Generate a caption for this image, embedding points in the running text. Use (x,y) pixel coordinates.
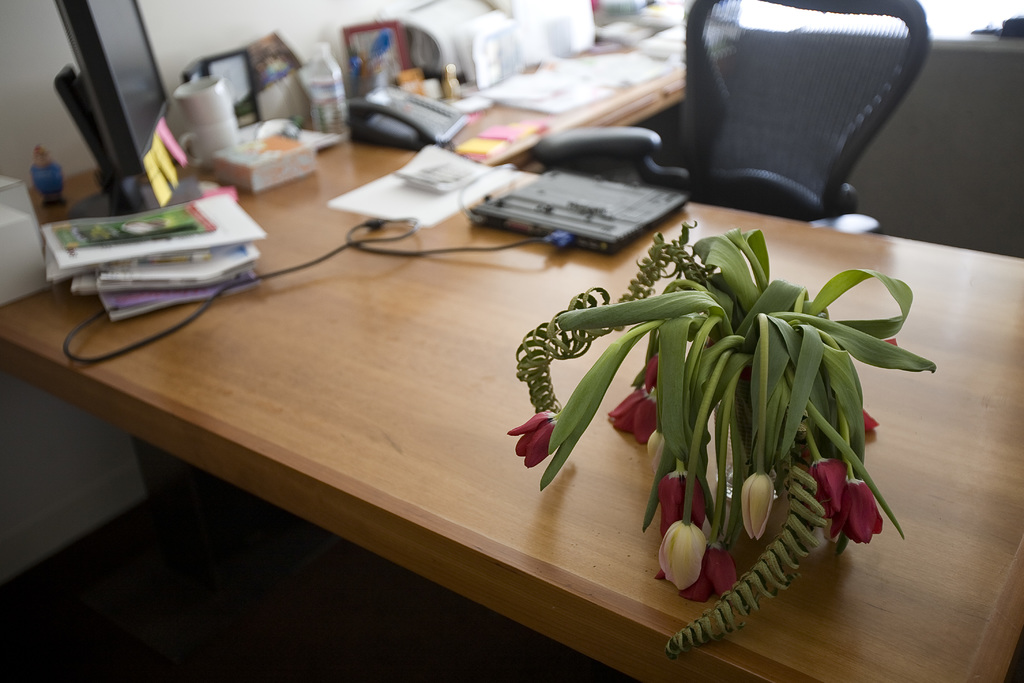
In this image there is a table (669,237) chair (794,126) and books (220,199), system (565,200) on top of the table (364,269) and at the right side of the image (798,398) there is a flower vase (830,455) on the table (908,417).
